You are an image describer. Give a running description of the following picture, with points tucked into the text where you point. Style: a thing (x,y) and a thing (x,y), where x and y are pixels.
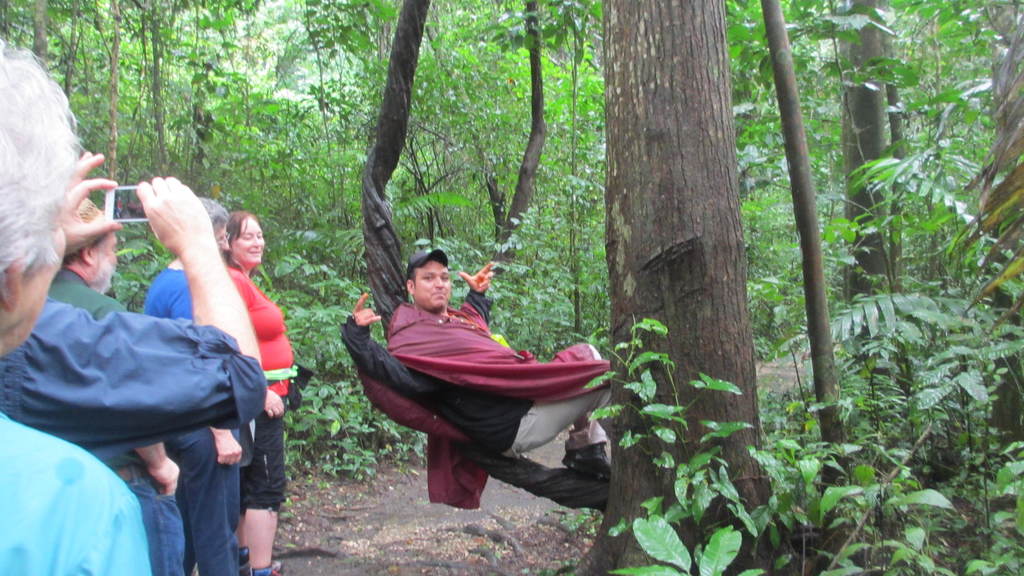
In the center of the image (484,288), we can see a man (483,378) lying on the tree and on the left (141,319), there are some people (155,404) standing and one of them is holding mobile (147,202). In the background (526,144), there are many trees (496,199).
